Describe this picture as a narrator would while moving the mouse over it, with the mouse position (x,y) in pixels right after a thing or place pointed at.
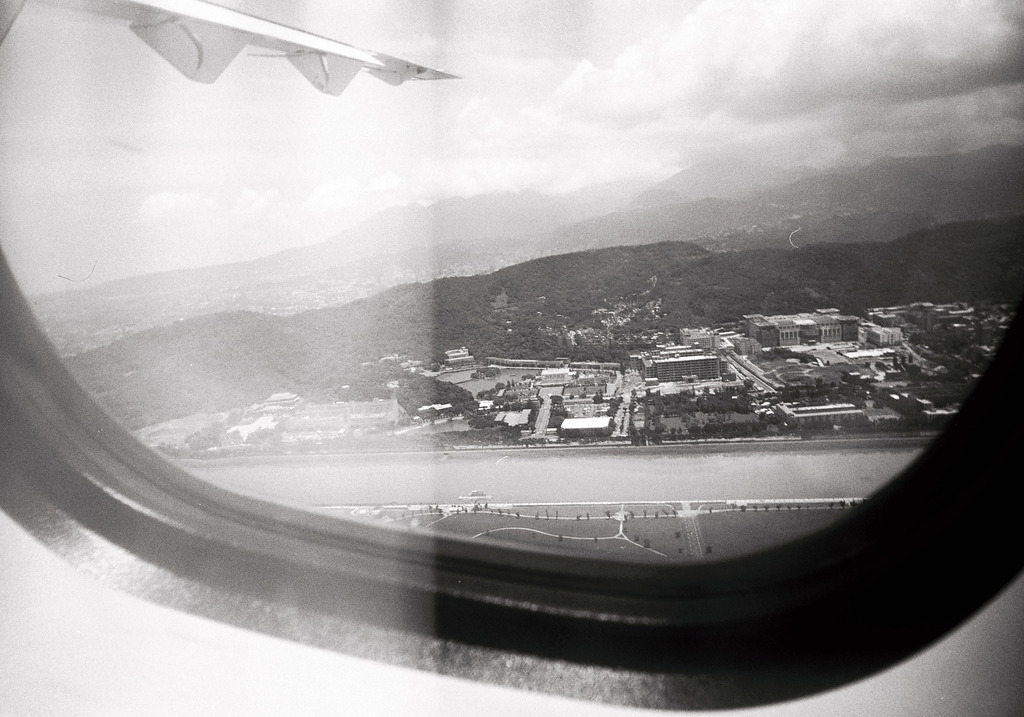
In this picture in the front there is a window (827,528) and behind the window (812,455) there are trees (646,400), buildings (710,366), mountains (508,249) and the sky (512,130) is cloudy.
